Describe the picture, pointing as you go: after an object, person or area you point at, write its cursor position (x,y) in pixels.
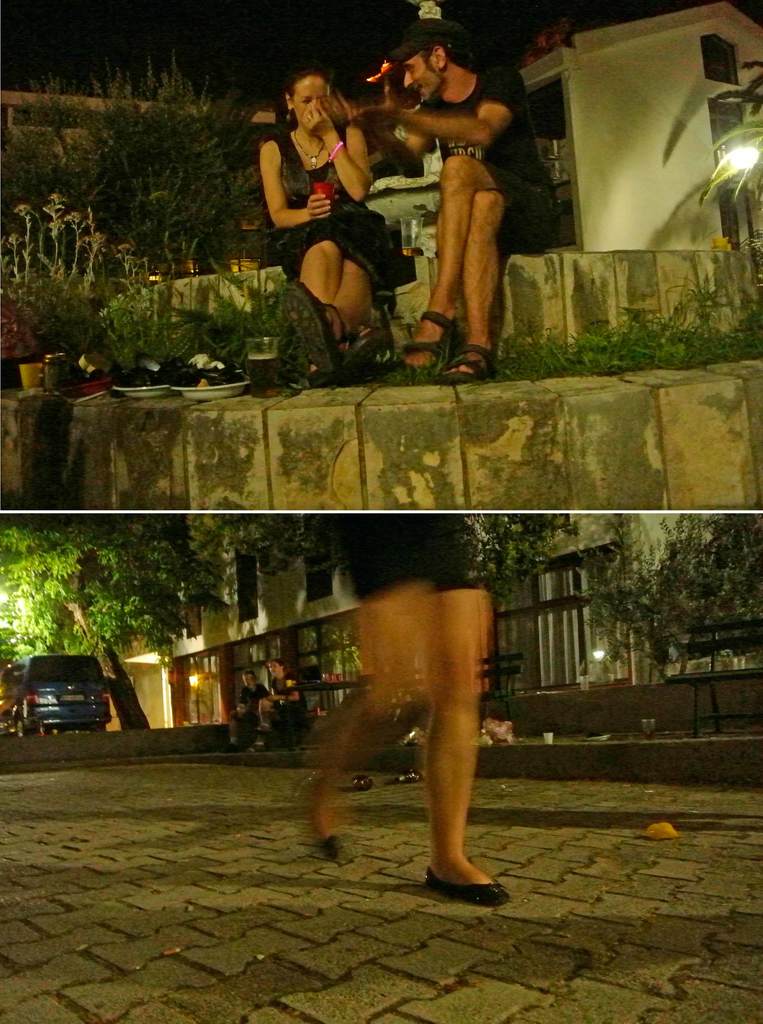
This is a photo grid image, in the top (445,155) image there is a man (442,236) and woman (303,160) sitting on step (550,305) with drinks (269,392) and food (175,385) in front of them and behind them there is a home (715,49), on the bottom (446,707) image there is a woman (362,739) walking on the road (151,990) with a building (228,660) in the back (199,653) with a car (90,671) and tree (64,548) in front of it.
